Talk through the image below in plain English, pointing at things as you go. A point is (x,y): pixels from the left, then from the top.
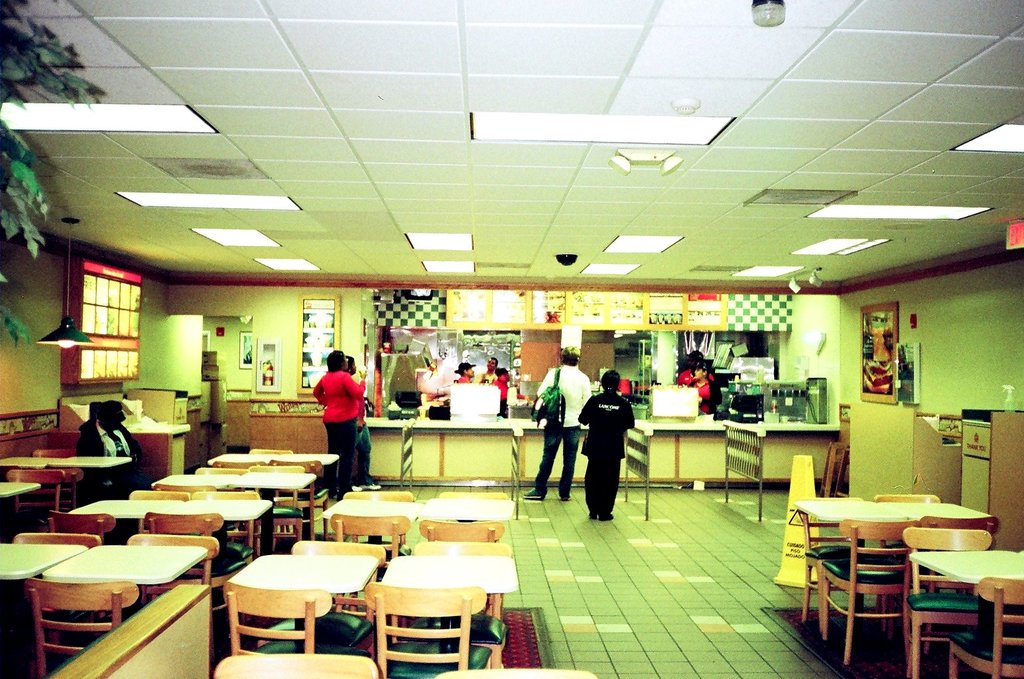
In this picture we can see some persons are standing on the floor (673,626). There are chairs (359,625) and tables (912,506). Here we can see a man (81,484) who is sitting on the chair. Here we can see a wall (934,397) and these are the frames (311,348). And there are lights (670,166).
